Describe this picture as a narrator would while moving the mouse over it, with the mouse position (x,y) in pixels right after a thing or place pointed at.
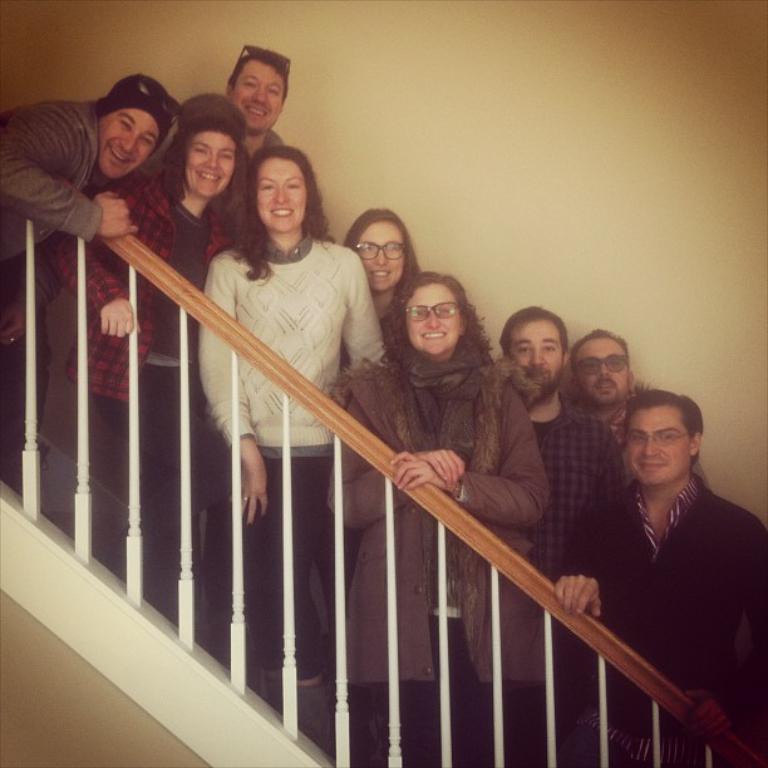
In this image I can see there are few persons (309,513) standing in front of the fence (507,570) and I can see white color wall (493,138) visible back side of them.
